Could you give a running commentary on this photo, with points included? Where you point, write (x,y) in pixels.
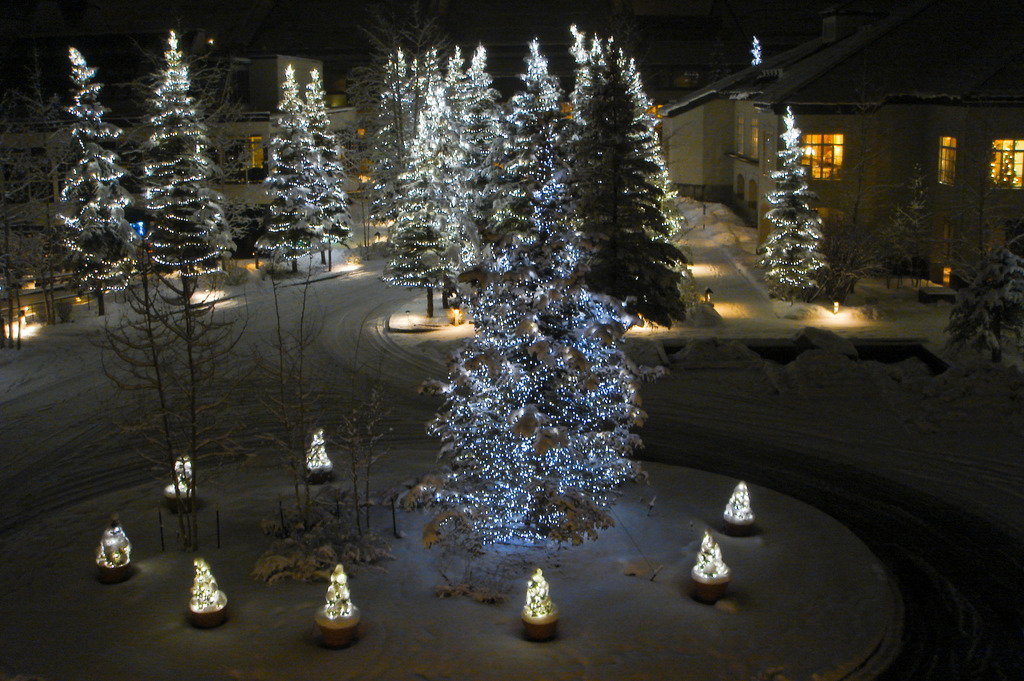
In this image we can see a group of trees (578,294) which are decorated with lights (538,195) and the snow (455,225). We can also see some small trees (213,592) with lights (216,606) kept on the stands (333,642). On the backside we can see some poles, lights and some houses (688,161) with roof (802,94) and windows (743,138).
